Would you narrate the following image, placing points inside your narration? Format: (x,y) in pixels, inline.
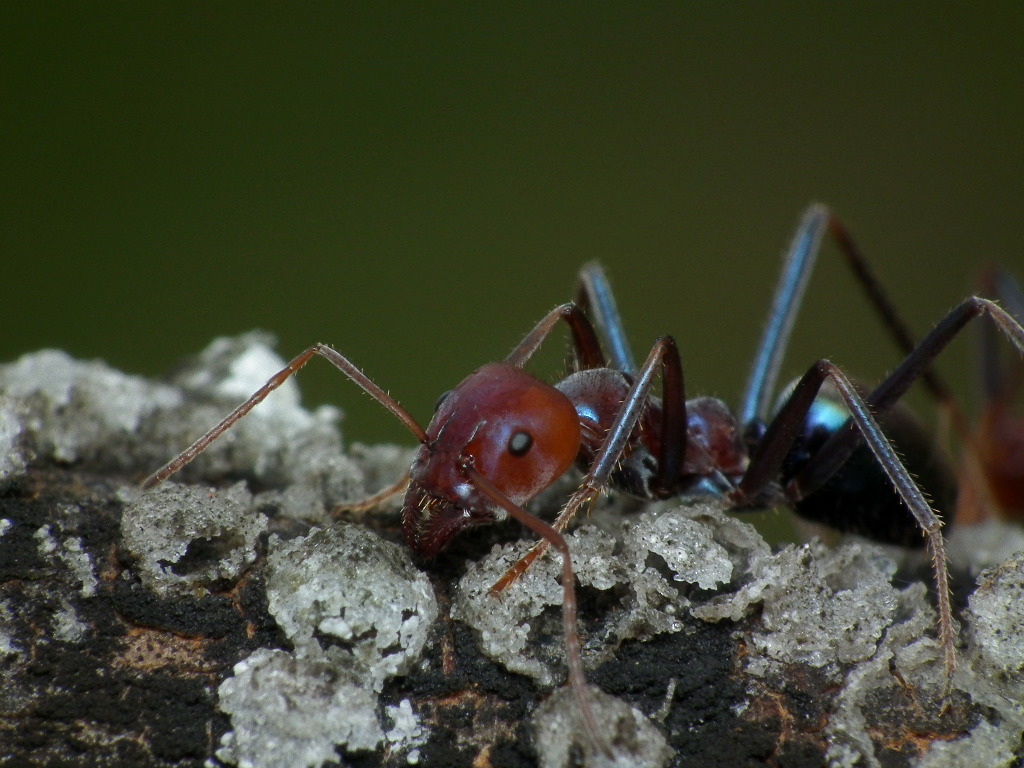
In this picture I can see the insect (589,471) on the wooden block (715,640).
